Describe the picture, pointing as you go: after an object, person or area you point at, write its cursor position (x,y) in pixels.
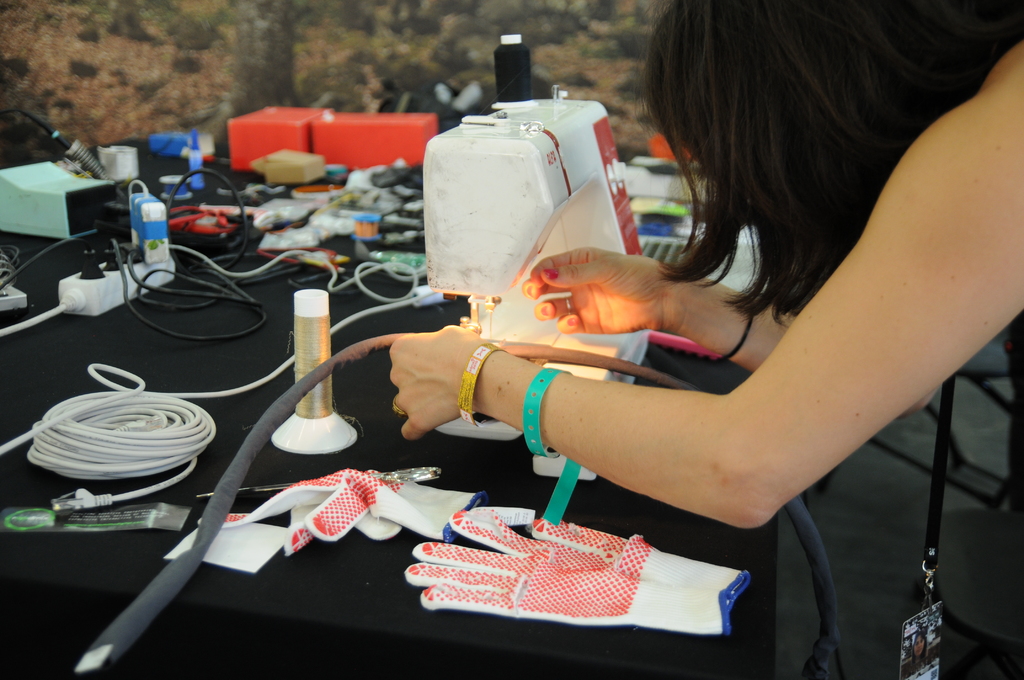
In this picture there is a woman (854,448) holding the object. There are wires (84,490), gloves (603,562), boxes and other objects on the table (525,659) and the table (245,604) is covered with black color cloth (328,620) and there are chairs (1016,456). At the back (316,73) it looks like a wall (281,73).
